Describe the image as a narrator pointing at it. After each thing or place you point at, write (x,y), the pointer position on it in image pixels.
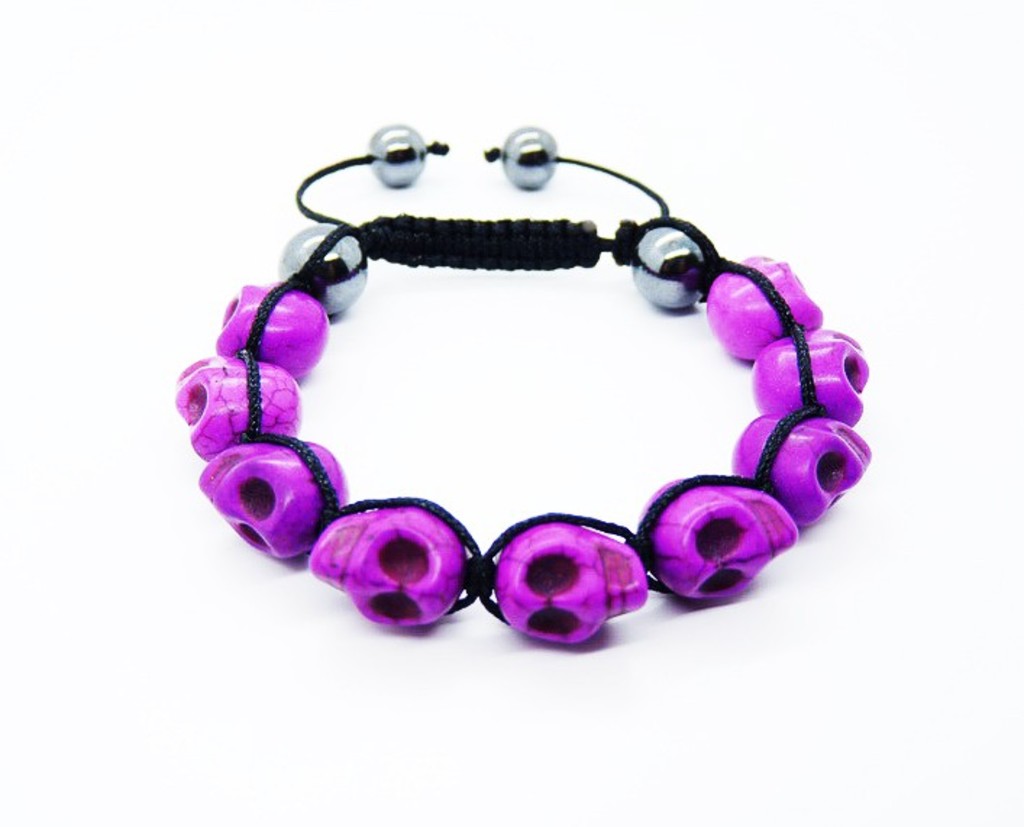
In this picture, we see a bracelet (612,550) in purple color. It is made up of purple and silver color beads (333,546) and black color thread (510,266). In the background (346,618), it is white in color.
